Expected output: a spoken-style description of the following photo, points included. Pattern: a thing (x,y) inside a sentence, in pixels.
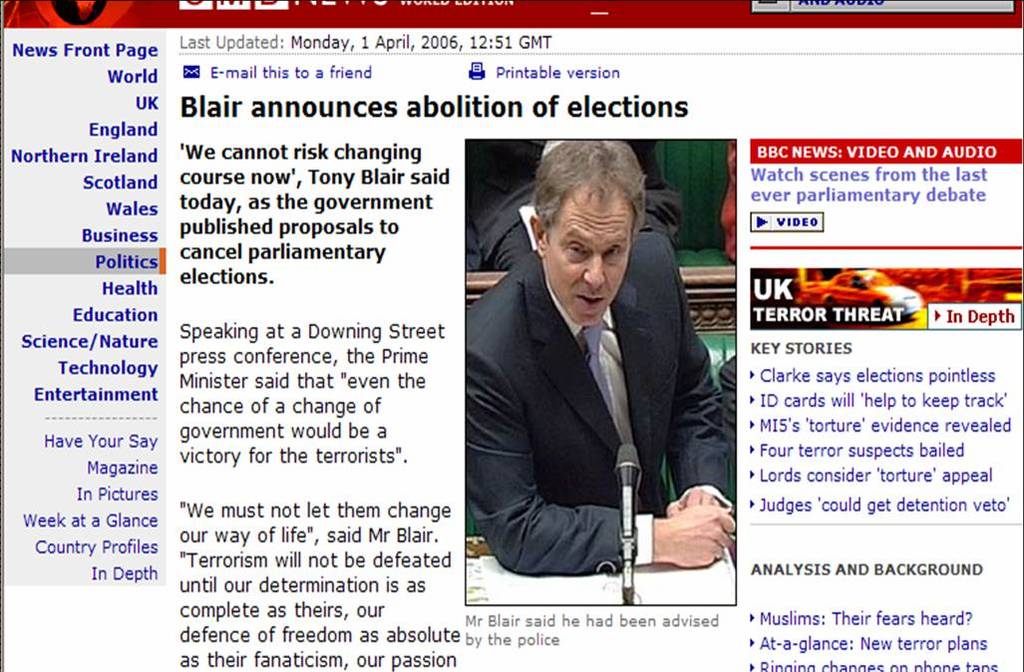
It is a web page (409,292) with an article (408,233) on blair announces abolition of election.
